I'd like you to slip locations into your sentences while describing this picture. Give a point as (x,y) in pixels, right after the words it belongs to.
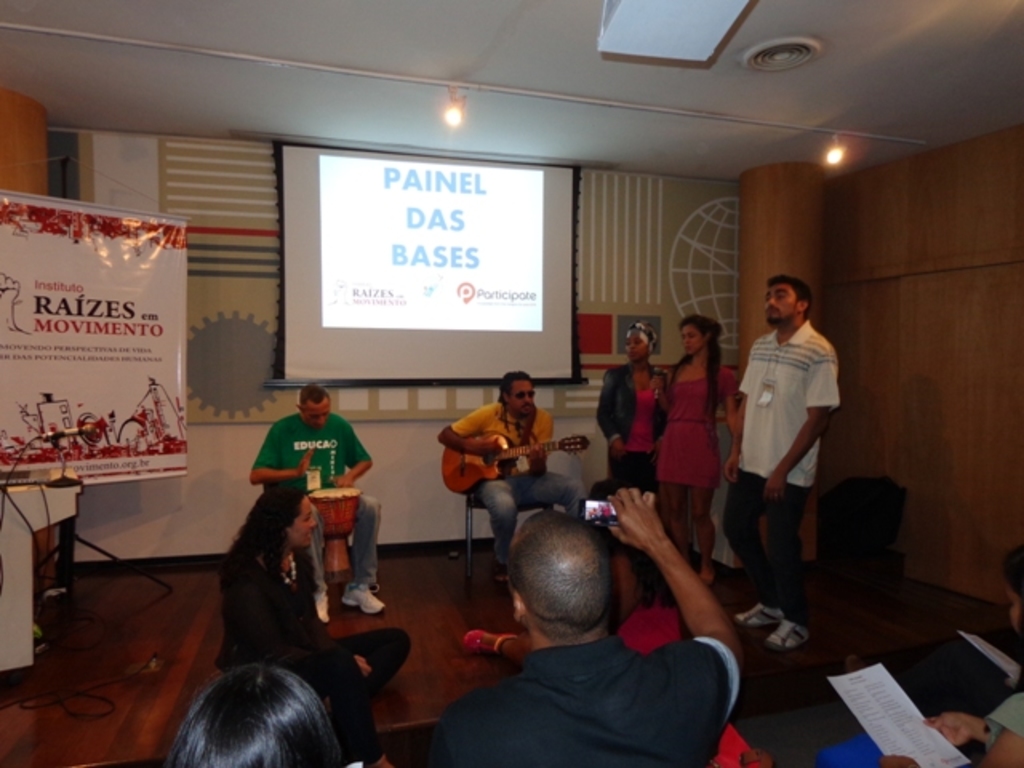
This image is clicked inside the room (889,424). In the background (531,291), there is a screen (394,278) on the wall (228,305). To the left (80,387) there is a banner (93,453). There are many persons (300,480) in this image. In the front (360,463), there are two persons (538,479) sitting. To the left (324,480) the man (314,465) is playing drum (333,498). To the right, the man (516,473) is playing guitar (491,453).
